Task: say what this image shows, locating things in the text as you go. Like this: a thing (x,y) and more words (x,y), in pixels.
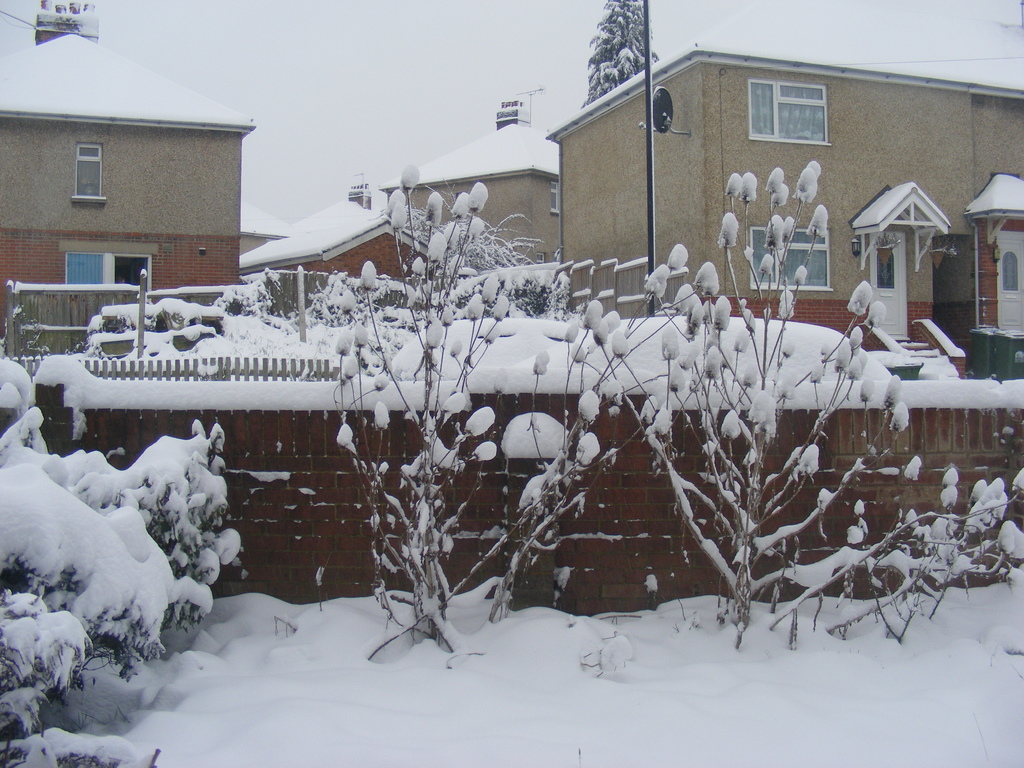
In this image there are buildings (1021,180), trees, plants (592,446), wooden fence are covered with snow (49,557).
